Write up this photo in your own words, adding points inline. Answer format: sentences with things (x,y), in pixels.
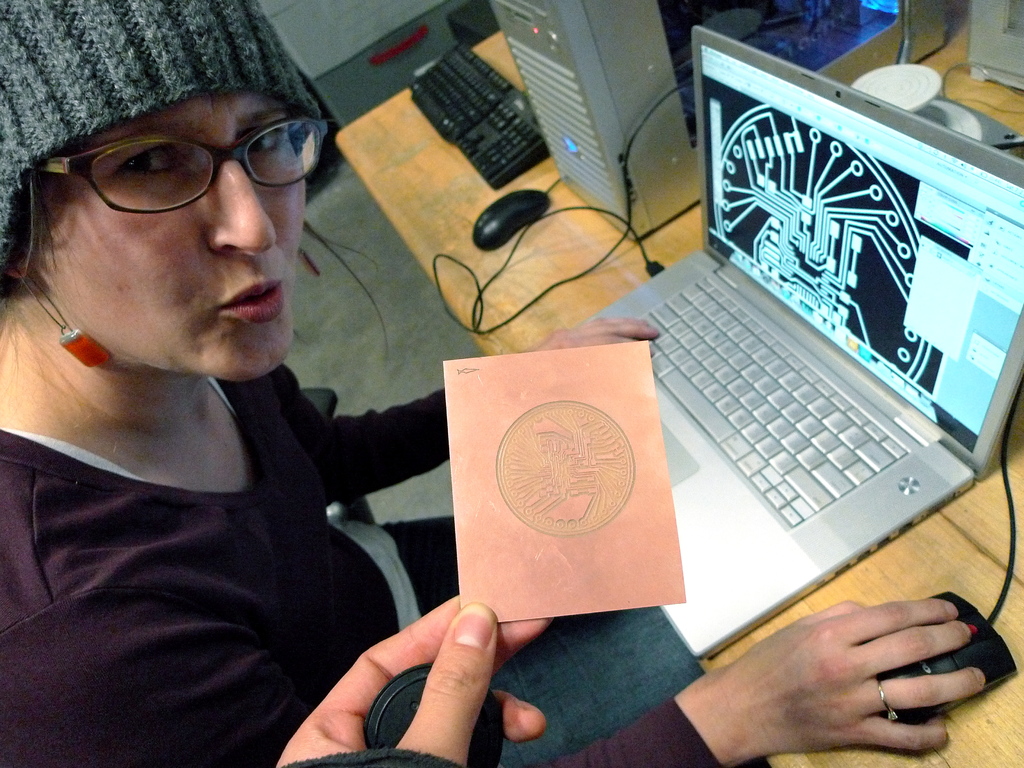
In front of the image there is some object (552,490) held in a person's hand (442,662), behind that there is a woman (376,594) sitting in the chair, in front of the woman (650,338) on the table (583,218) there is a laptop (770,603), mouse (536,203), CPU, keyboard (540,153), cables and some other objects (875,77), beside the table (602,235) there is some other object (391,45).
